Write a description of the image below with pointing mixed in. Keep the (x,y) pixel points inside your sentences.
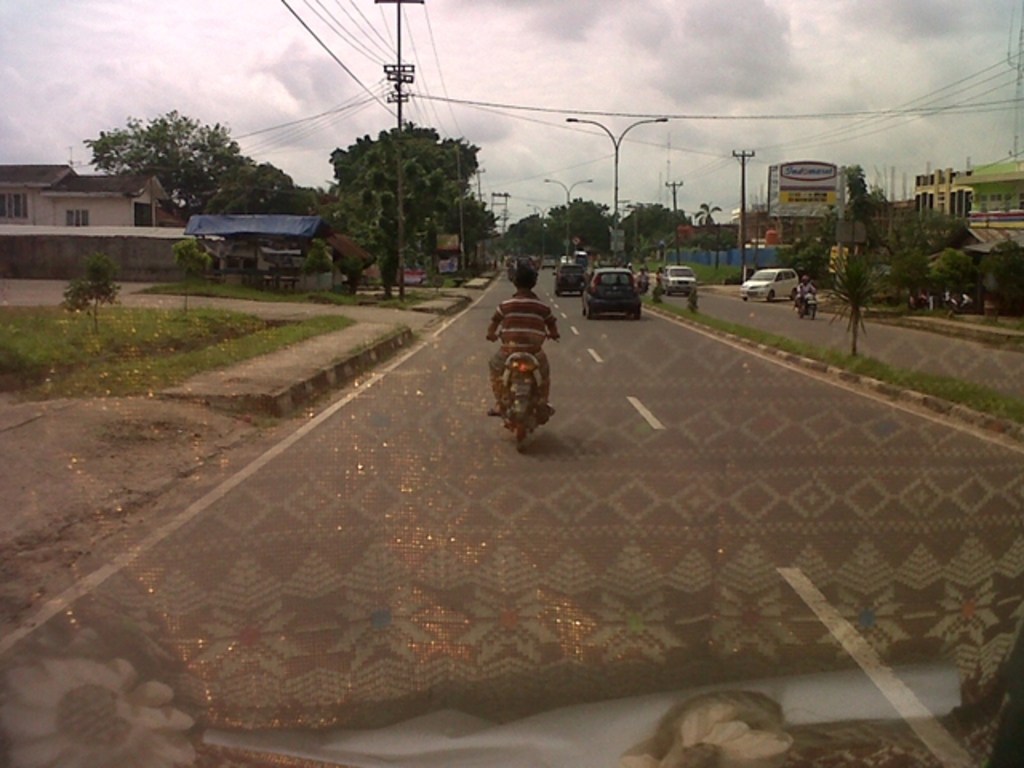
There are vehicles (674,281) on the road (726,514). Here we can see grass (250,322), plants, trees (963,274), poles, houses (990,227), wires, and hoardings (823,207). In the background (822,157) there is sky (655,102) with clouds (680,94).
